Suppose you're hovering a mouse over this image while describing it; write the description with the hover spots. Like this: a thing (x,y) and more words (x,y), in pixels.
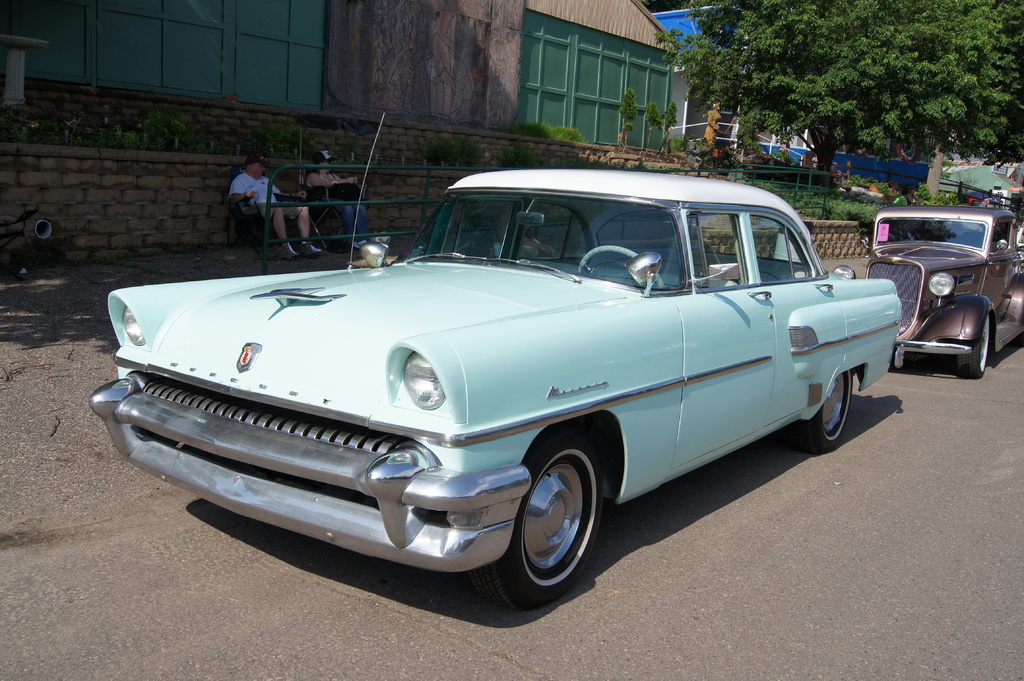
In this image we can see there are cars (777,336) on the road (601,611). And there are buildings (597,109), trees (798,109), plants (839,209), statue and fence (851,162). And there are two people (300,229) sitting on the chair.
